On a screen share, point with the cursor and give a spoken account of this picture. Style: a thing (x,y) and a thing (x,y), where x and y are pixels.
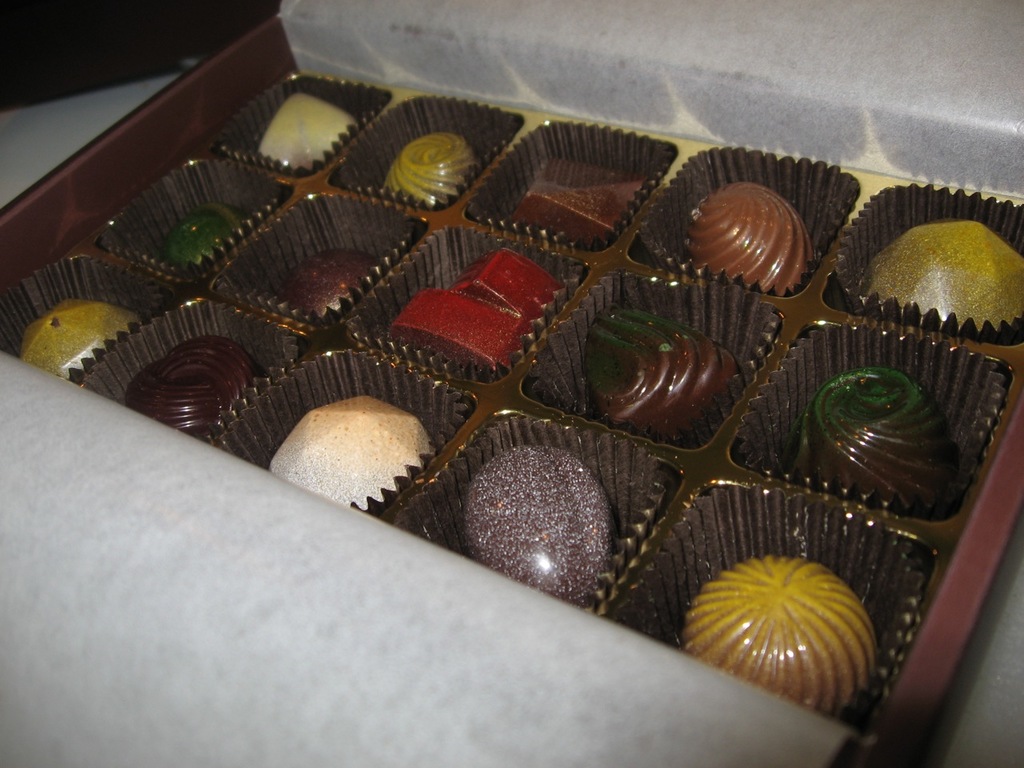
In this image, we can see chocolates (569,566) in the tray (712,449).
